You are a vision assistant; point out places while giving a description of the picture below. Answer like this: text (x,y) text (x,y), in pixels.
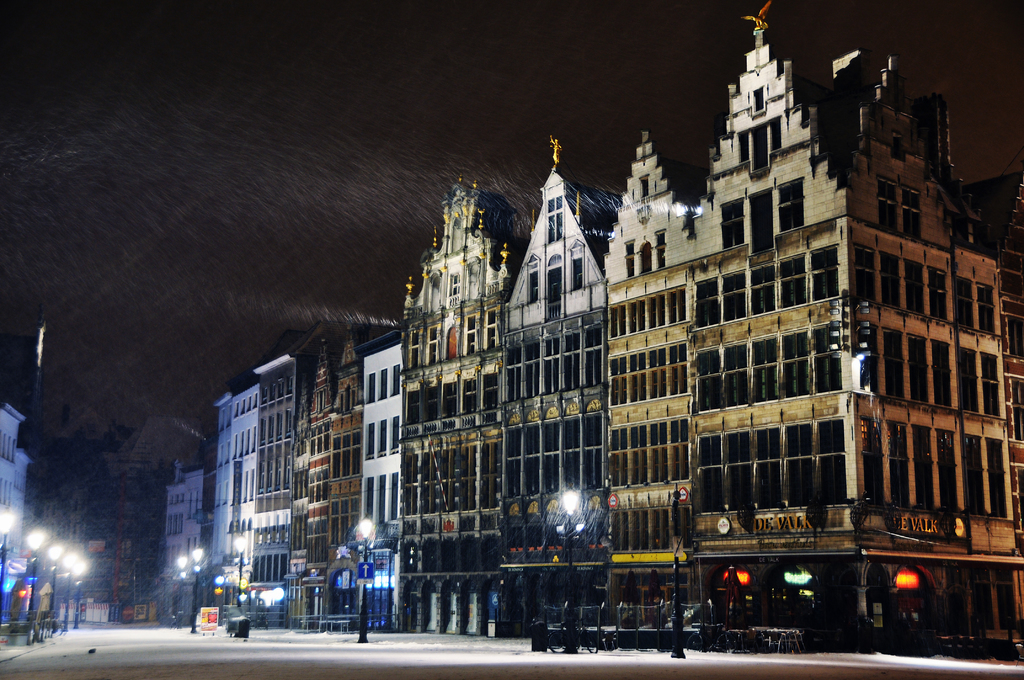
In this image, I can see the buildings (609,454) with the windows (659,452). These are the street lights (67,575). This looks like a board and an object (234,634). At the top of the image (329,159), I can see the sky (607,128). I think these are the sculptures (558,156), which are at the top of the buildings (560,182).
